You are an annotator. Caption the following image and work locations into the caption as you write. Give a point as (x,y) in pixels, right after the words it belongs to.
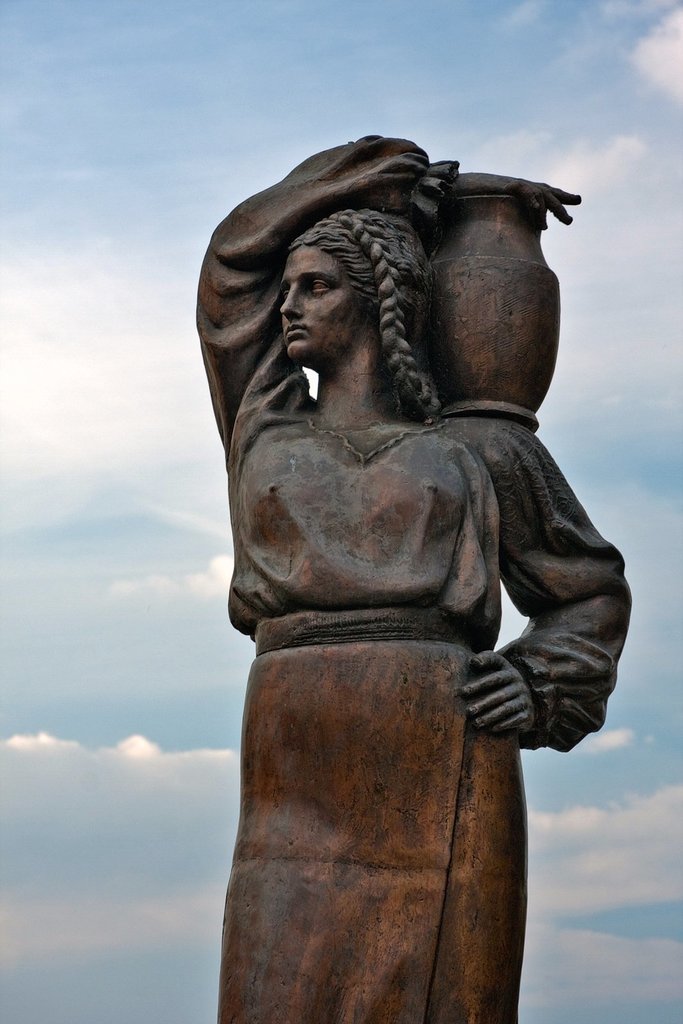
In this picture we can see a statue (384,177). Sky (34,1014) is blue in color and cloudy.
